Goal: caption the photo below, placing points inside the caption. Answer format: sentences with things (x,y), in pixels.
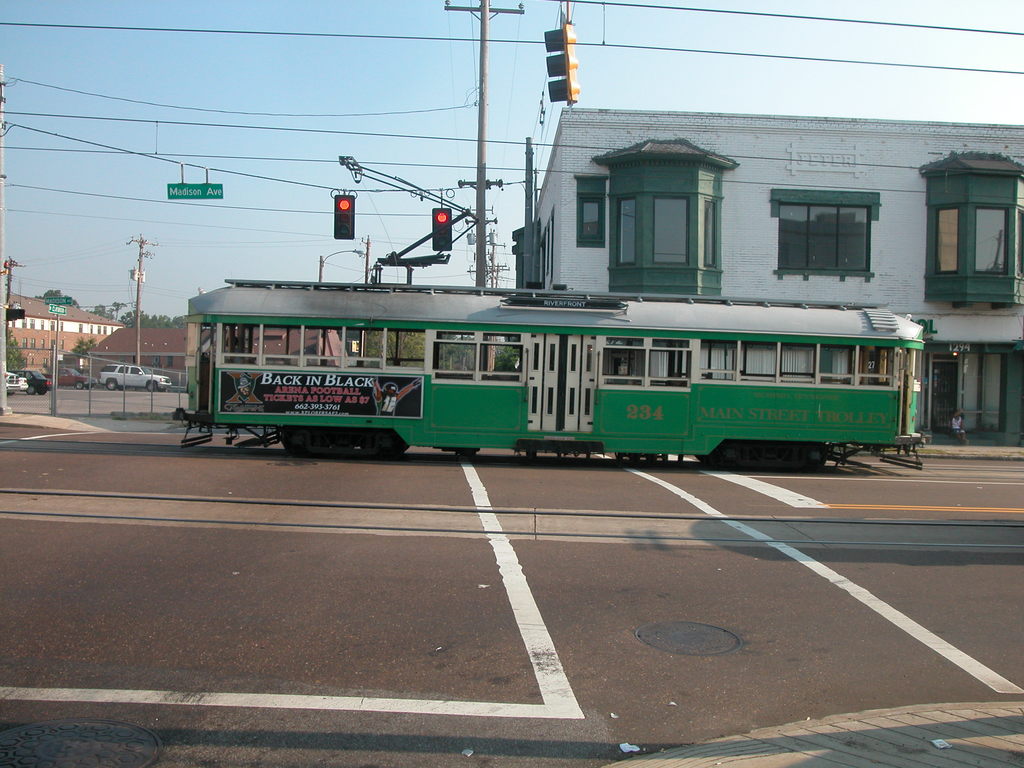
In the middle of the image (348,358) we can see a train (532,372) on the tracks (456,507), in the background (624,273) we can see few buildings (768,215), poles (534,223), traffic lights (340,209) and cables (338,134), and also we can see few sign boards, fence (92,391) and vehicles (86,379).
